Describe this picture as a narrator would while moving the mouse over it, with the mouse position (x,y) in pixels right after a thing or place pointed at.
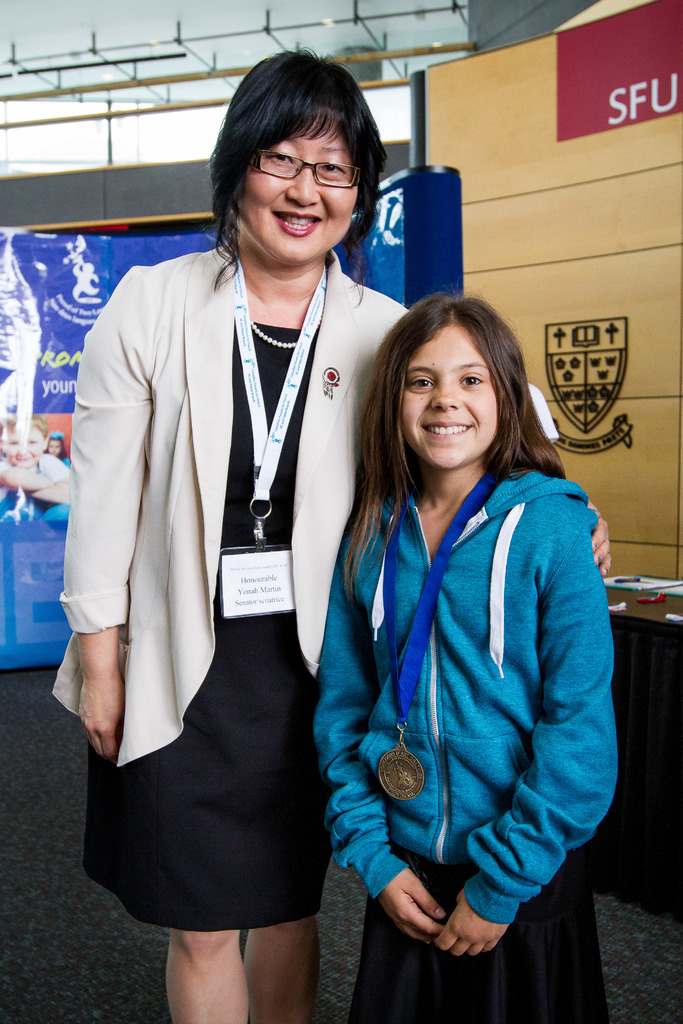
In this image we can see two persons (333,514) in which one of them is wearing a tag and the other is wearing a medal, there we can also see some banners (385,204), few lights (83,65) hanging from the roof (118,8).
